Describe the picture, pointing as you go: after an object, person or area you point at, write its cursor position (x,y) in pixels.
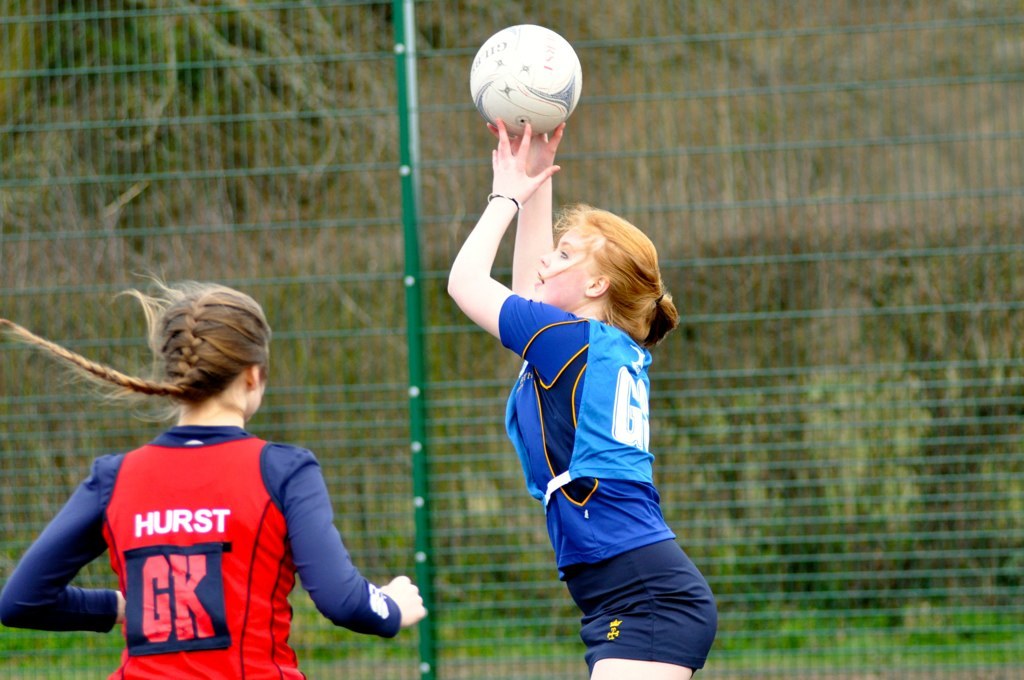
In this image I see 2 girls (532,230) who are wearing jerseys (168,677) and this girl (632,345) is holding this ball (490,42). In the background (764,56) I see the fence (45,18) which is of green in color.
